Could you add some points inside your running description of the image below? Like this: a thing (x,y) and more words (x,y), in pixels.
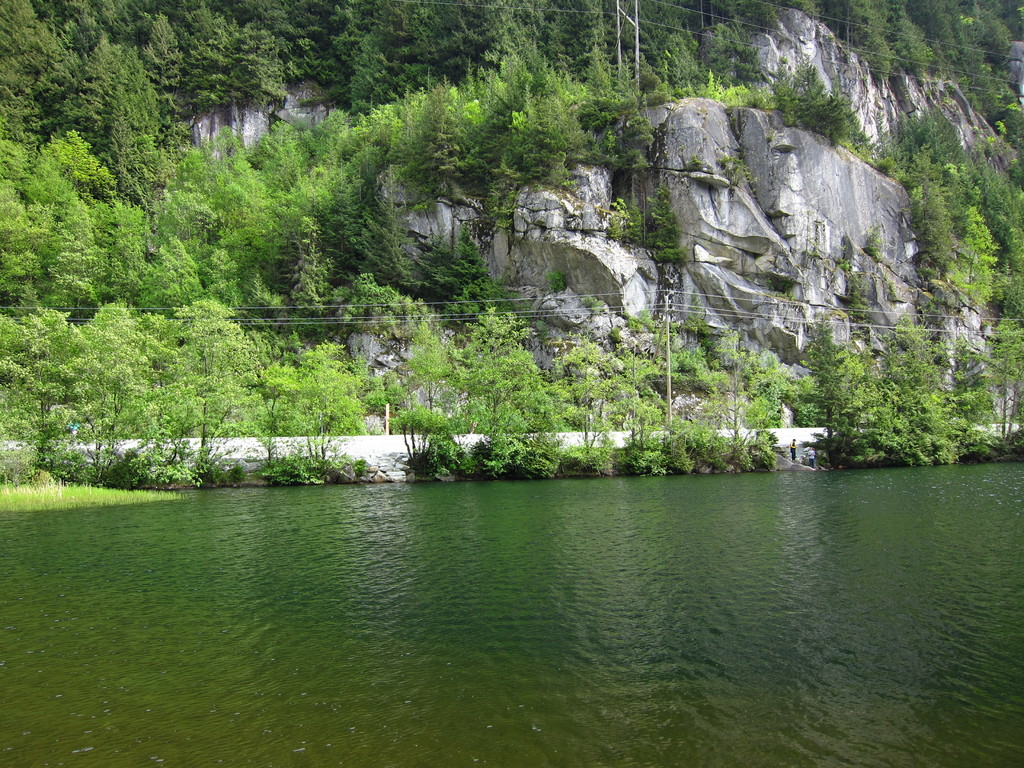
In this image at front (66,521) there is water (193,596), grass (71,499). At the center (362,443) there is a road (314,444). At the background (301,235) there are trees (472,183), rocks (666,185). There is a utility pole (668,342) where wires (710,14) are attached to it.
